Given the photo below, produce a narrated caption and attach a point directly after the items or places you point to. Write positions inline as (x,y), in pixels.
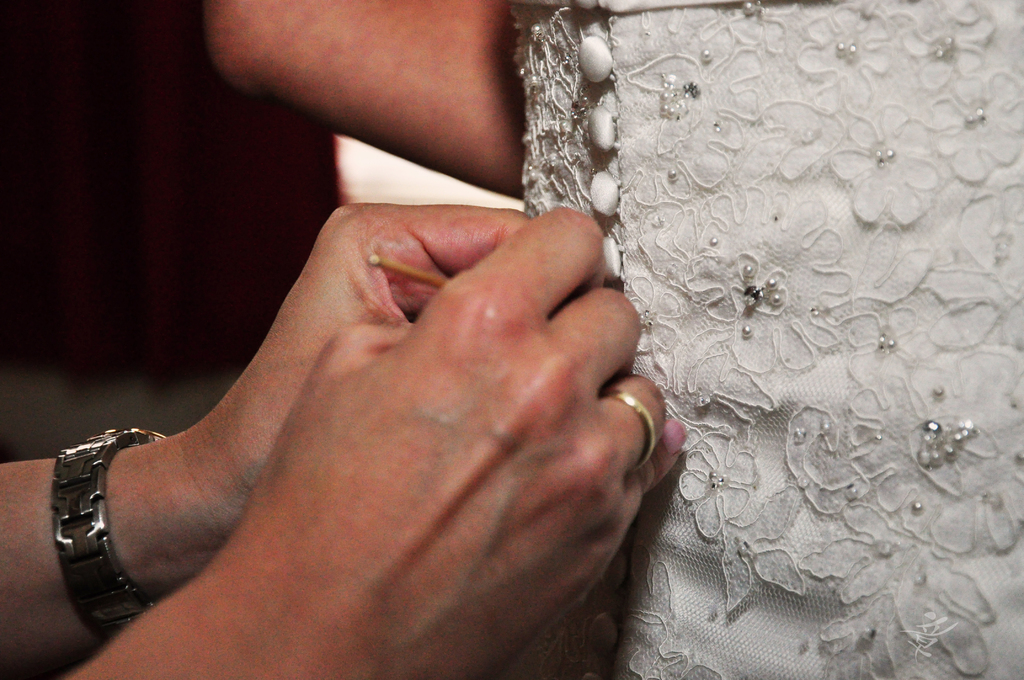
In the foreground of this image (814,340), on the right (844,445), there is a person (846,319). On the left (234,418), there are two hands (194,515) of a person (208,579) and a watch (91,561) to the hand (7,561).
